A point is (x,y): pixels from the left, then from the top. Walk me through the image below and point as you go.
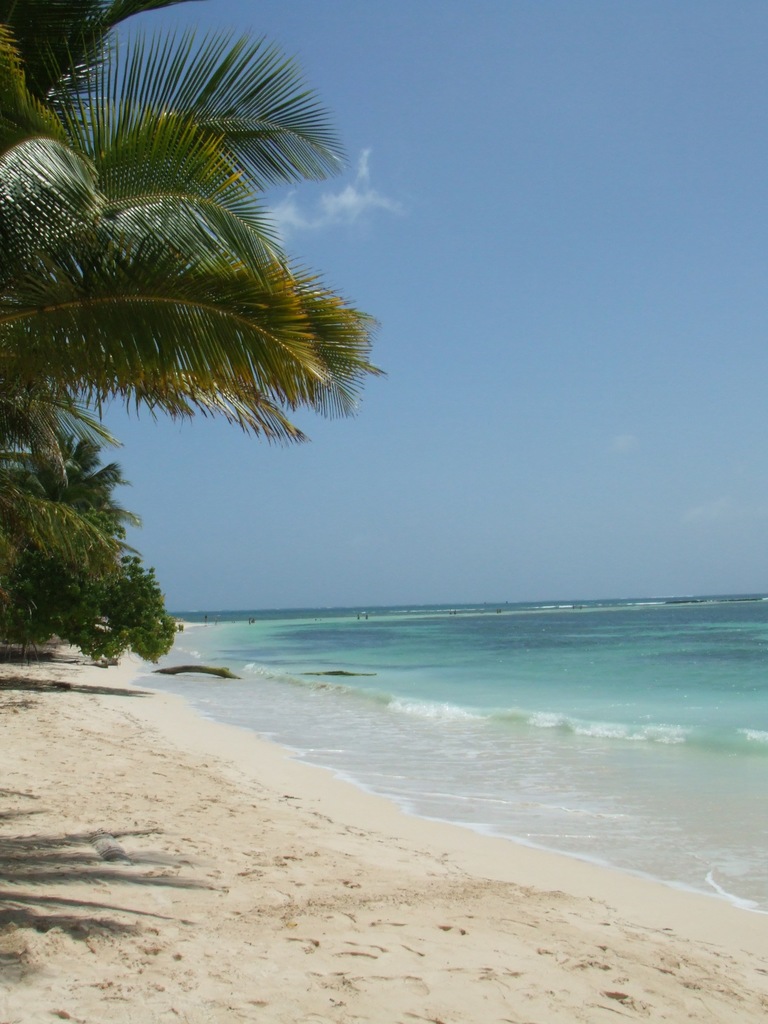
In this image I can see the trees (27,302) and the sand (119,810). To the side of the trees (29,226) I can see the water (472,730). In the background (408,369) I can see the clouds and the sky (324,450).
